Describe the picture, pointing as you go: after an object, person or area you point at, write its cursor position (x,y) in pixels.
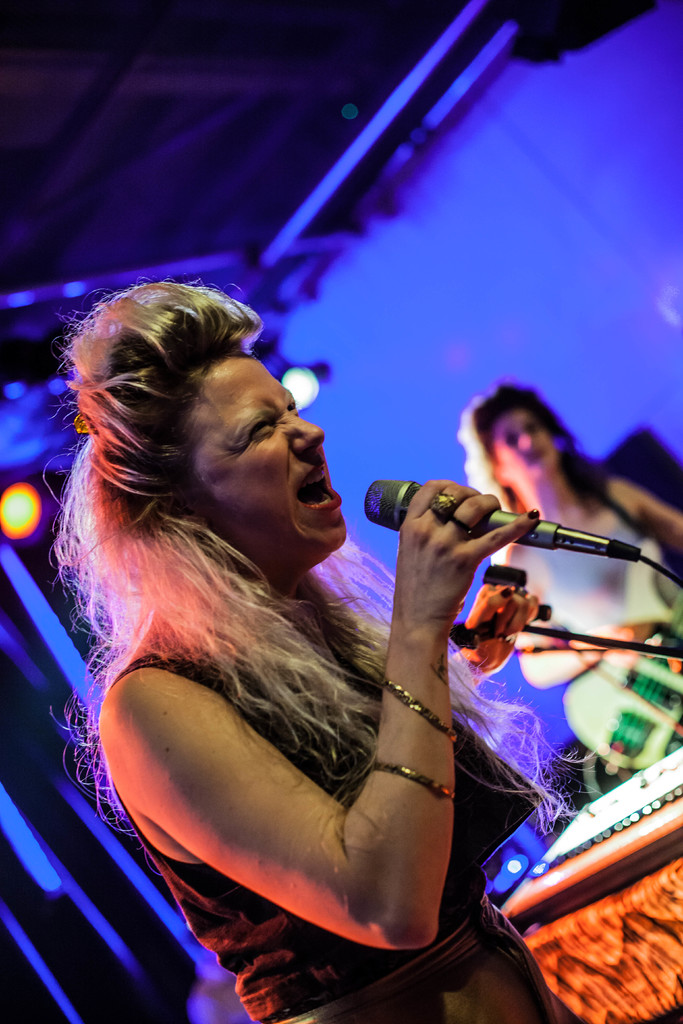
In the picture I can see a woman (383,746) holding the microphone (410,494) in her right hand (526,517) and she is singing. I can see another woman (483,470) on the right side (567,479) and looks like she is playing a musical instrument (649,709).
